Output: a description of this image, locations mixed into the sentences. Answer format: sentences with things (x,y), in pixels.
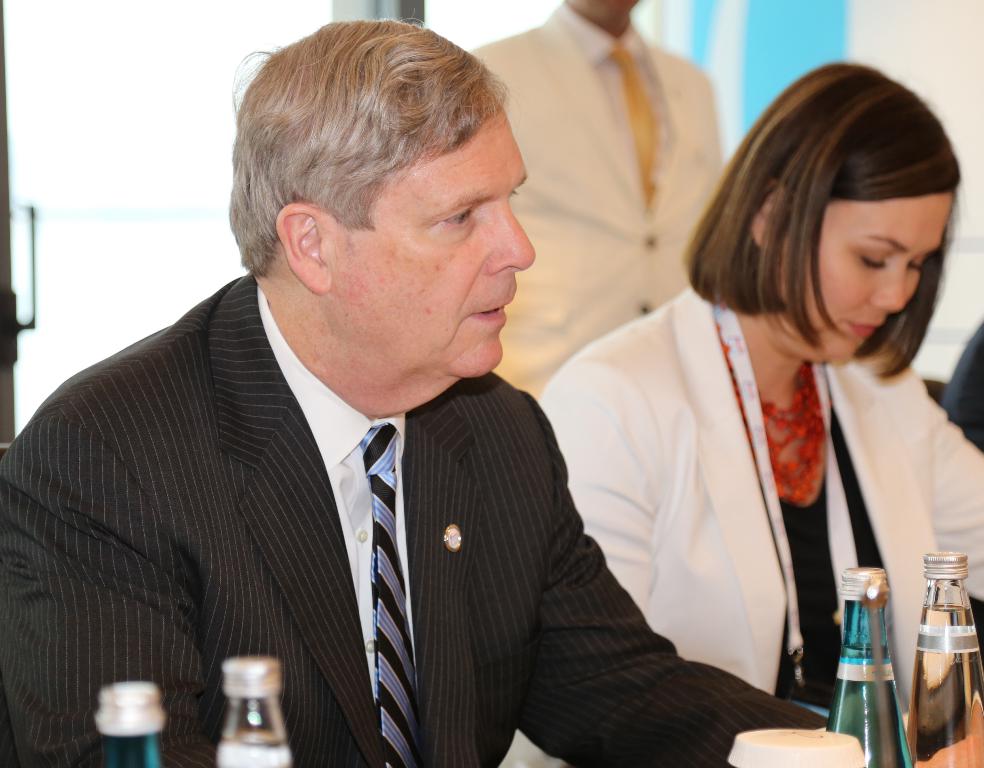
This picture shows two people (477,399) seated on the chairs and we see few water bottles (133,752) on the table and we see a man (523,150) standing on the back (645,268).
